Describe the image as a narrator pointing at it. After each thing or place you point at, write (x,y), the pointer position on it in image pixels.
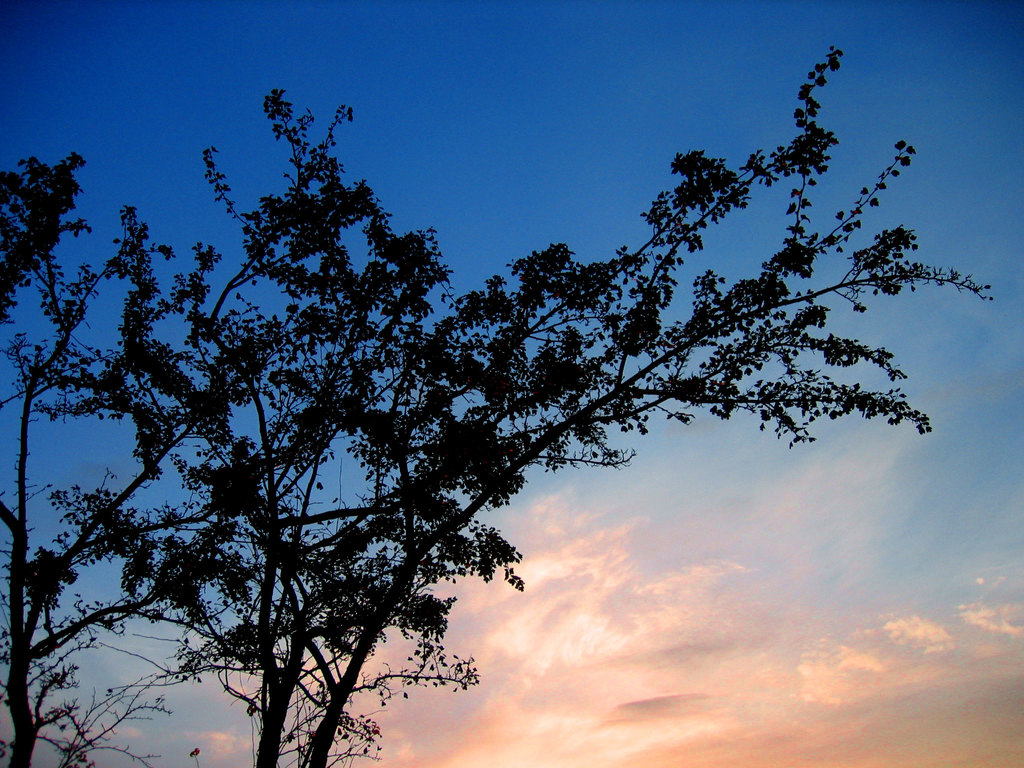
This picture contains trees (409,481). In the background (358,239), we see the sky (522,177), which is blue in color. At the bottom of the picture (675,555), we see the clouds (675,627).
